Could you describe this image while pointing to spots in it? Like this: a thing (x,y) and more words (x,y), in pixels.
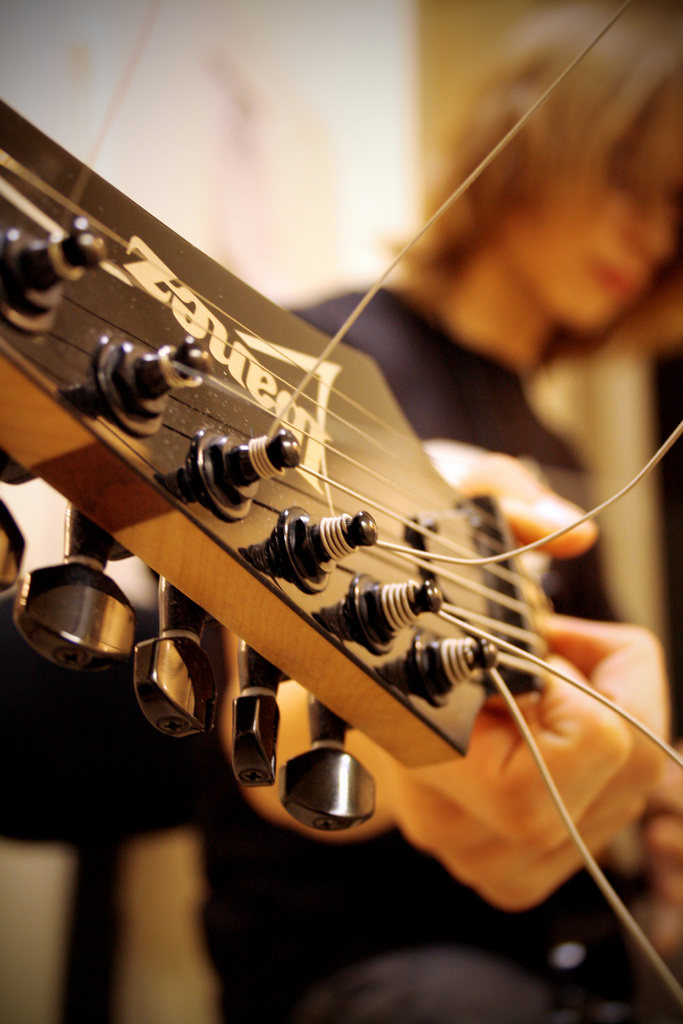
In this picture we can see a man (562,114) wore black color T-Shirt (429,360) and here in front (500,486) we can see guitar strings (388,611) some persons hand (482,716) is playing it.
